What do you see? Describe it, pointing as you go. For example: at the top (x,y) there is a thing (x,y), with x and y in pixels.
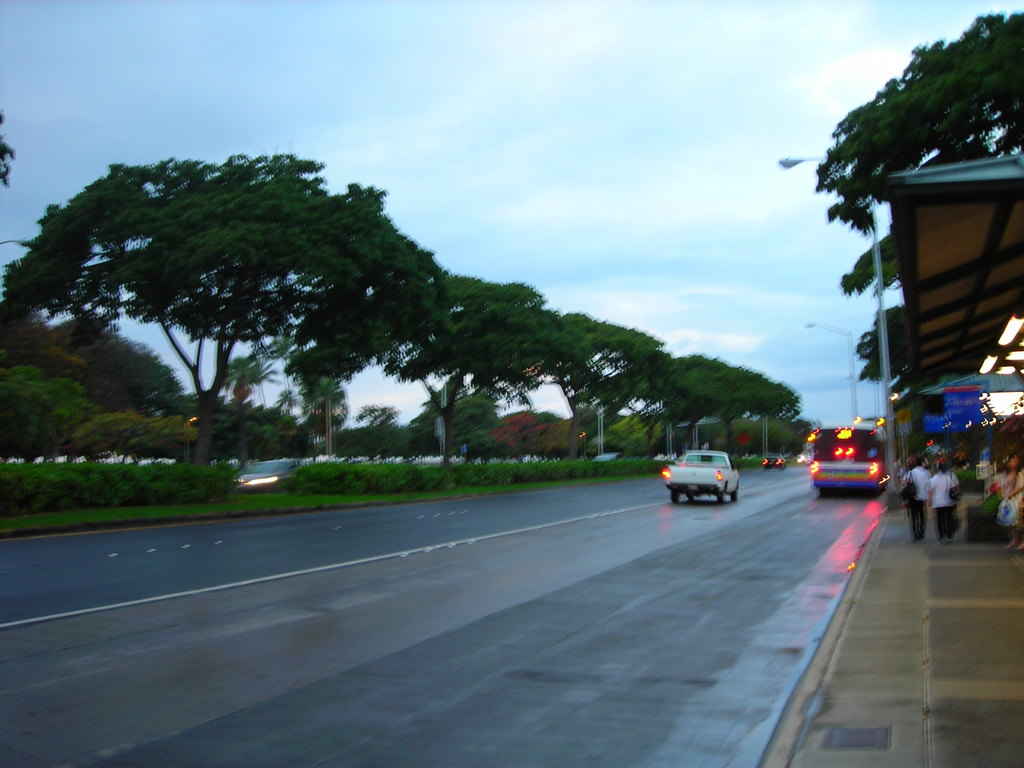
In this image there are a few vehicles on the road (617,621) and there are a few people (946,511) standing on the pavement (1001,575) beneath the shed (1005,248). On the left (148,421) and right side of the image (685,397) there are trees (740,396) and street lights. In the background (592,152) there is the sky (632,223).
